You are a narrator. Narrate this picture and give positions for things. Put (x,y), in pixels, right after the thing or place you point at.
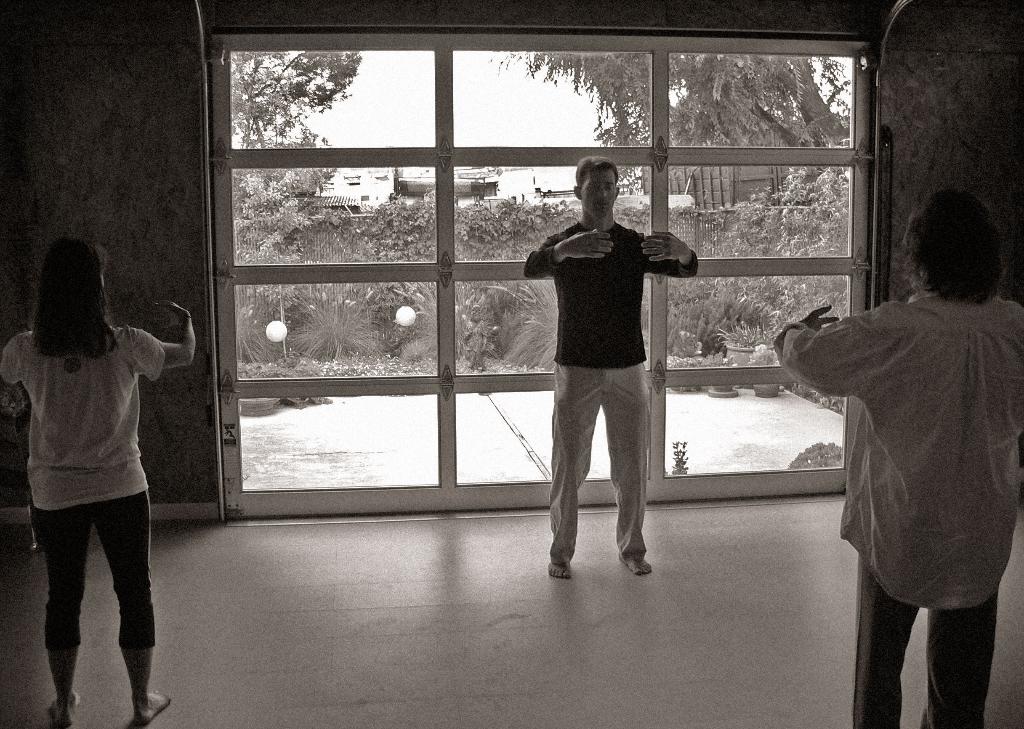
In this image there are people (126,597) standing on a floor (447,578), in the background (144,73) there is a wall (962,40), for that wall (211,394) there is a glass door (251,386) through that door (269,295) plants (328,324), trees (710,94) and the sky (488,93) are visible.
